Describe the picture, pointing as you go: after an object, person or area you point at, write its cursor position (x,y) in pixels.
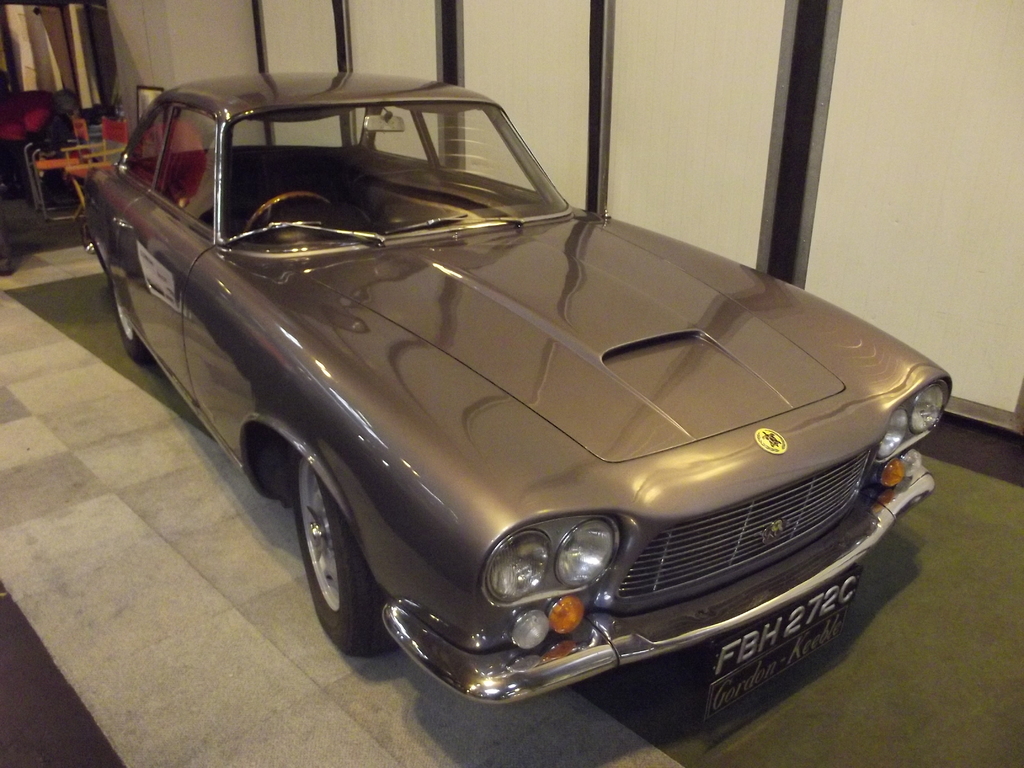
In this picture there is a grey car (339,370) which is parked near to the wooden partition (825,161). In the top left corner (123,132) I can see the table (79,155), chairs (85,137) and other objects (45,137).
